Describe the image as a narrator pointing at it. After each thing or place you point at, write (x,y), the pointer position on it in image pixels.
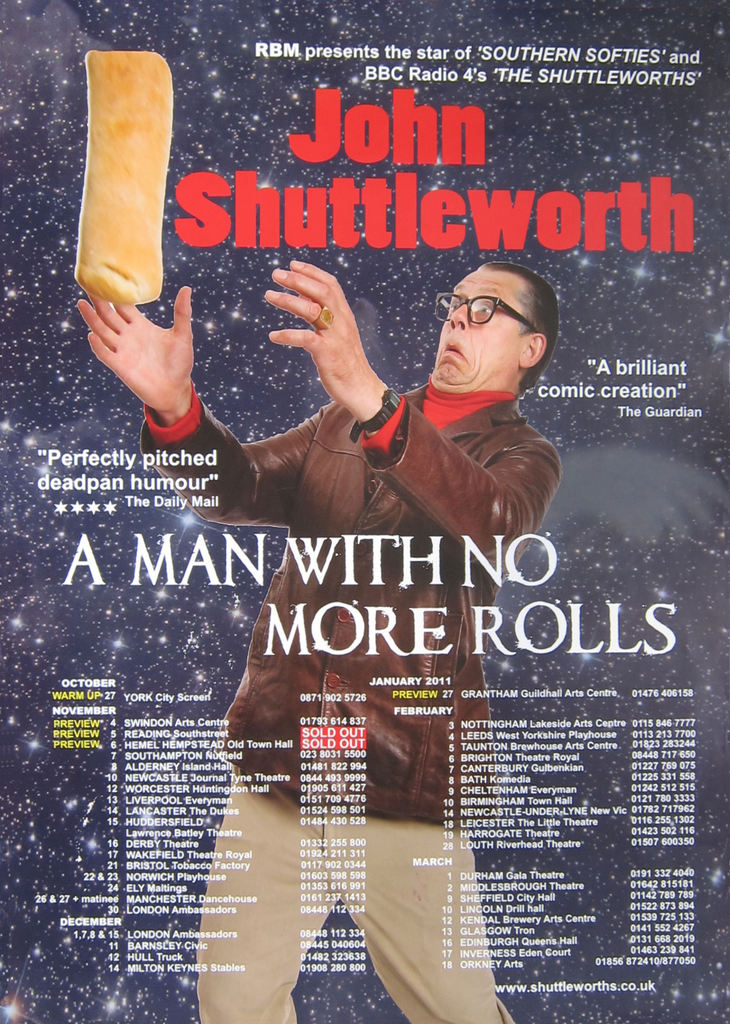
In this picture I can see there is a man (530,483) tossing object (153,89) and there is something written on it. This is a poster (445,875).
